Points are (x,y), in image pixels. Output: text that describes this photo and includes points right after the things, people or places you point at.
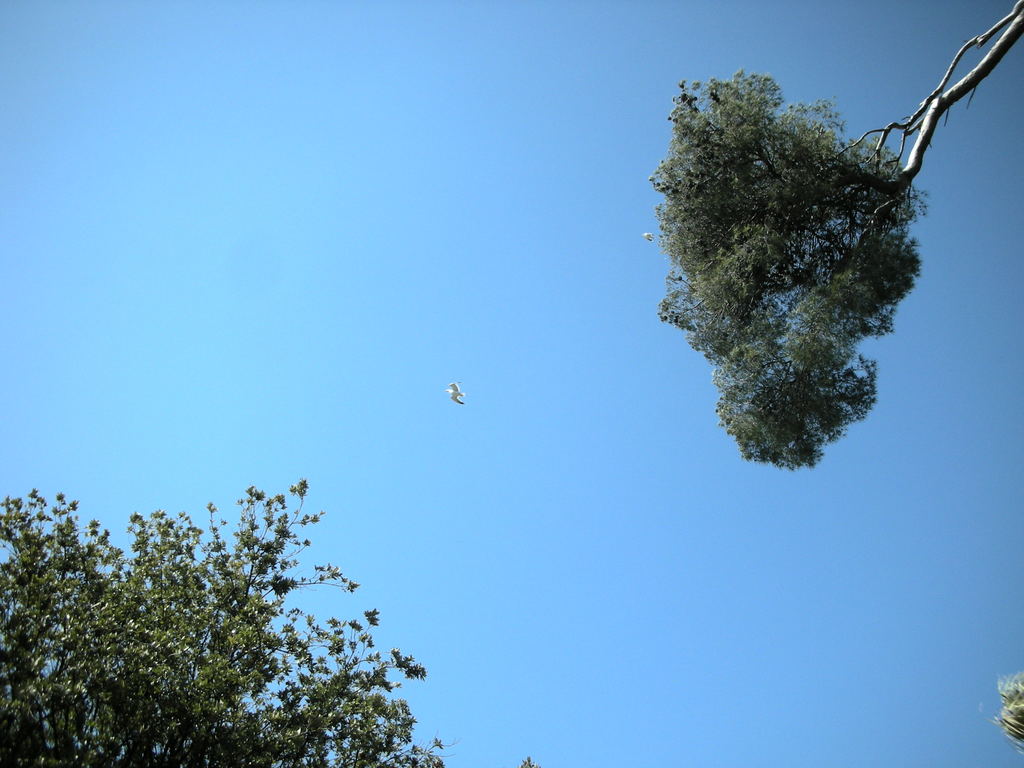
In the center of the image (464,403) there is a bird (453,396) in the sky (478,393). At the top right corner (750,250) and bottom left corner (121,680) we can see trees (352,719).
